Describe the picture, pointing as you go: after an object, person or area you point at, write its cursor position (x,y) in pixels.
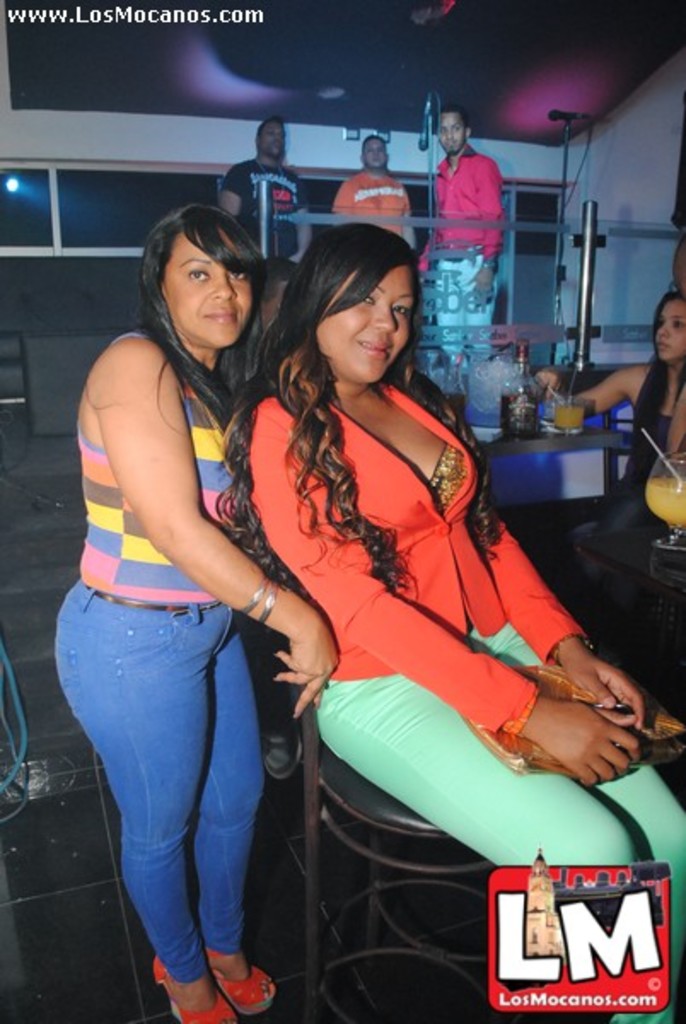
This picture shows the inner view of a building (248,60), some objects (451,3) attached to the ceiling (403,70), one light (16,188), two microphone stands (556,312) with two microphones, two poles (590,239) with glass wall (509,282), some tables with so many objects (493,347) on it, one woman (208,492) standing and holding a chair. Three people (271,164) are standing, some objects (468,410) are on the surface (579,441) and two women (642,497) are sitting on the chairs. One sticker (549,943) with text (561,962) and logo (593,988).
